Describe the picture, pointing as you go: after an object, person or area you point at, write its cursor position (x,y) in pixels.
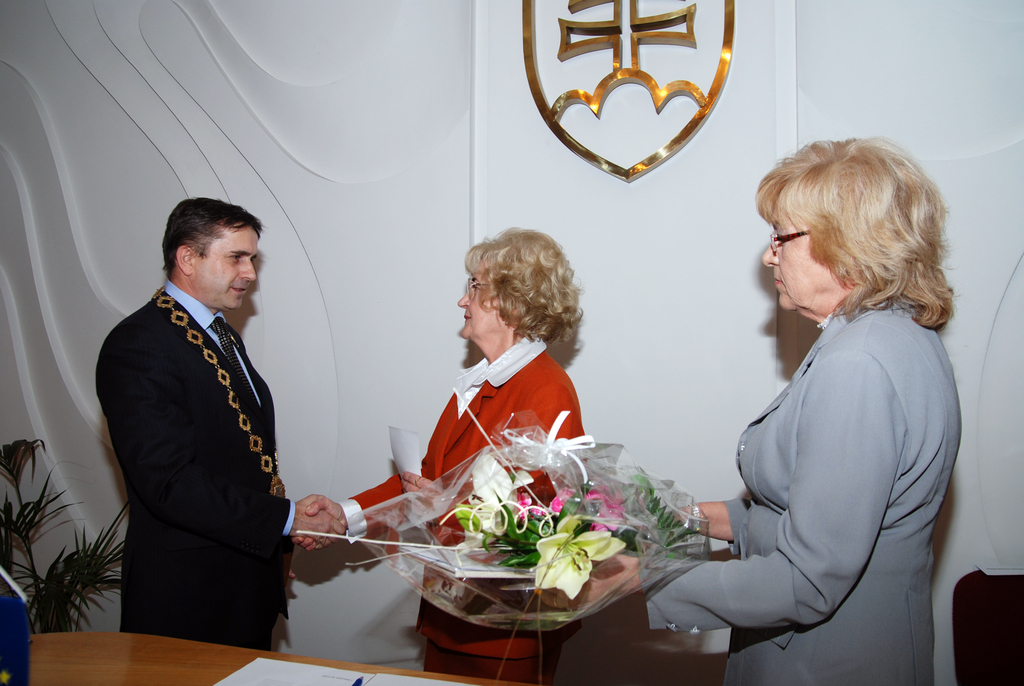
In the picture we can find three persons (205,211) two women (501,382) and one man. And a man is shaking hand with a woman (520,375). In the background (573,355) we can find a wall (666,183), one plant (53,591). In the front of the Man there is a table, paper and a pen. And the other woman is holding a bouquet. The man (163,547) is wearing a blazer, tie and shirt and women (537,368) is also wearing a blazer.
